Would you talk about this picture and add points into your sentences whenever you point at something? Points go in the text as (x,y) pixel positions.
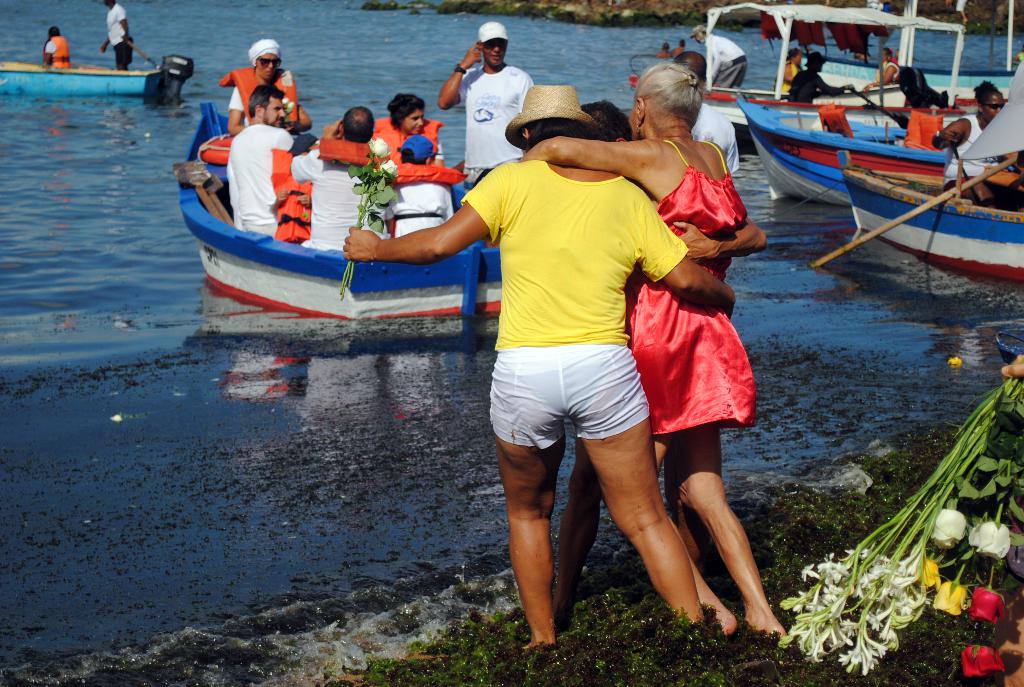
In this picture I can see a person's hand (1012,368) on the right (1017,373), who is holding flowers (909,530) and I see 3 persons (534,231) who are standing in front (601,422). In the background (54,406) I can see the water (424,49) on which there are few boats (71,79) and I see people (66,62) on the boats (961,29).
